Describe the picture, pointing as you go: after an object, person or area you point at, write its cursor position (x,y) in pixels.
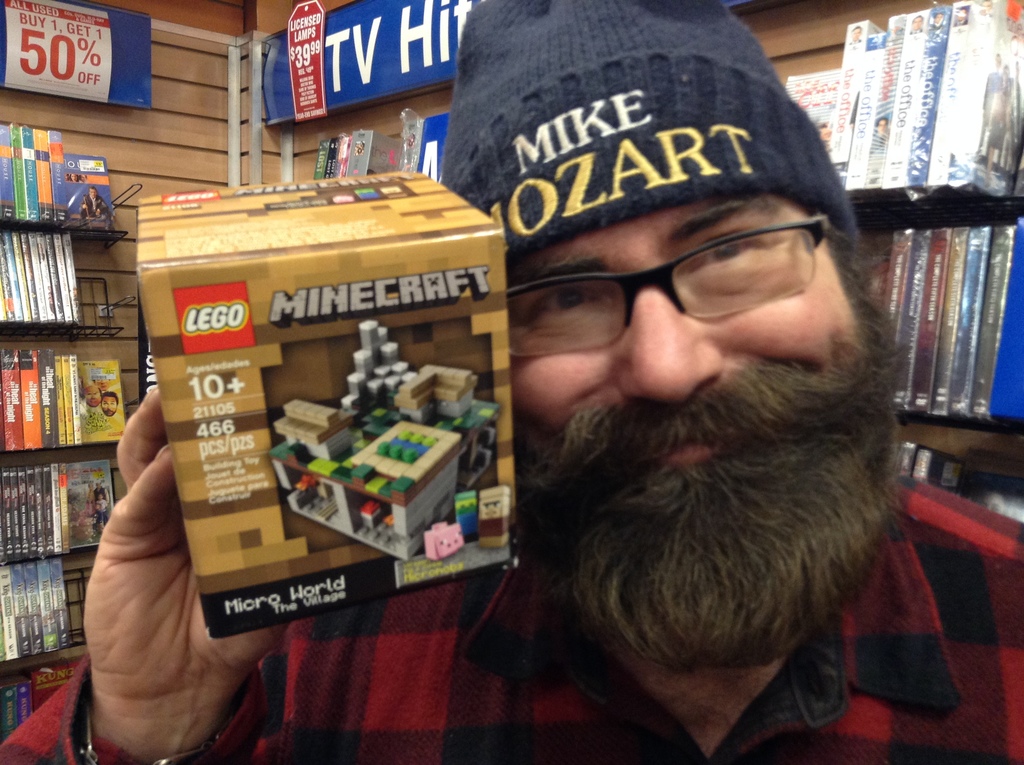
In this image we can see a man (880,605) holding a box of Lego minecraft (255,304). He is wearing a specs (529,312) and a cap (540,98). In the background (108,168) we can see DVD shelf (52,654) with the number of DVDs (31,151). We can also see a poster of Buy 1 Get 1 50% off (25,43).
